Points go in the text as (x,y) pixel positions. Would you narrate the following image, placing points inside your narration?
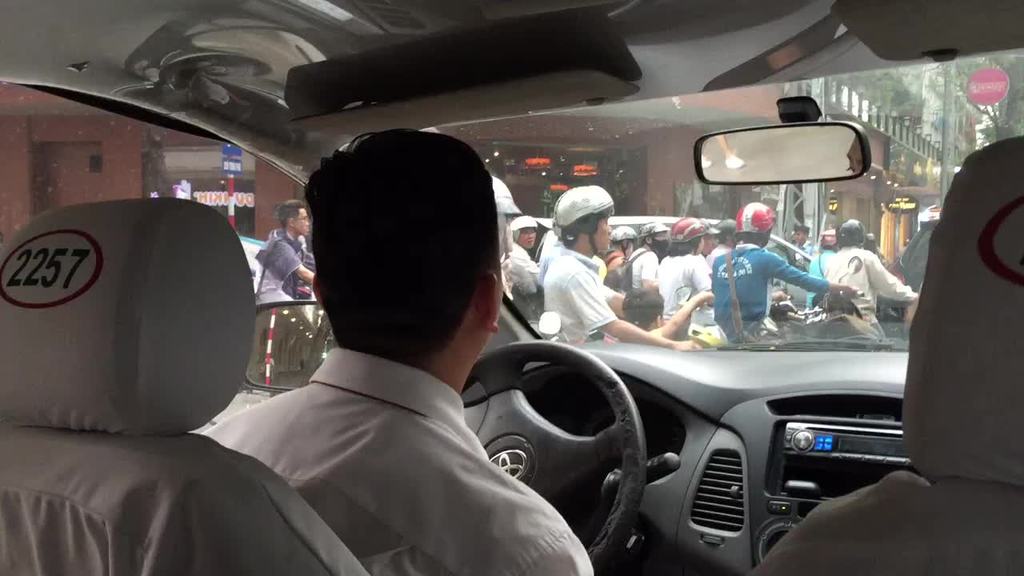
The image is taken inside a car (559,486). A man (520,489) is sitting in the driver seat (252,478), there are many people (709,307) in front of car (714,366) most of them are wearing helmet (563,206). There is a building (607,171) in the background (555,191).
